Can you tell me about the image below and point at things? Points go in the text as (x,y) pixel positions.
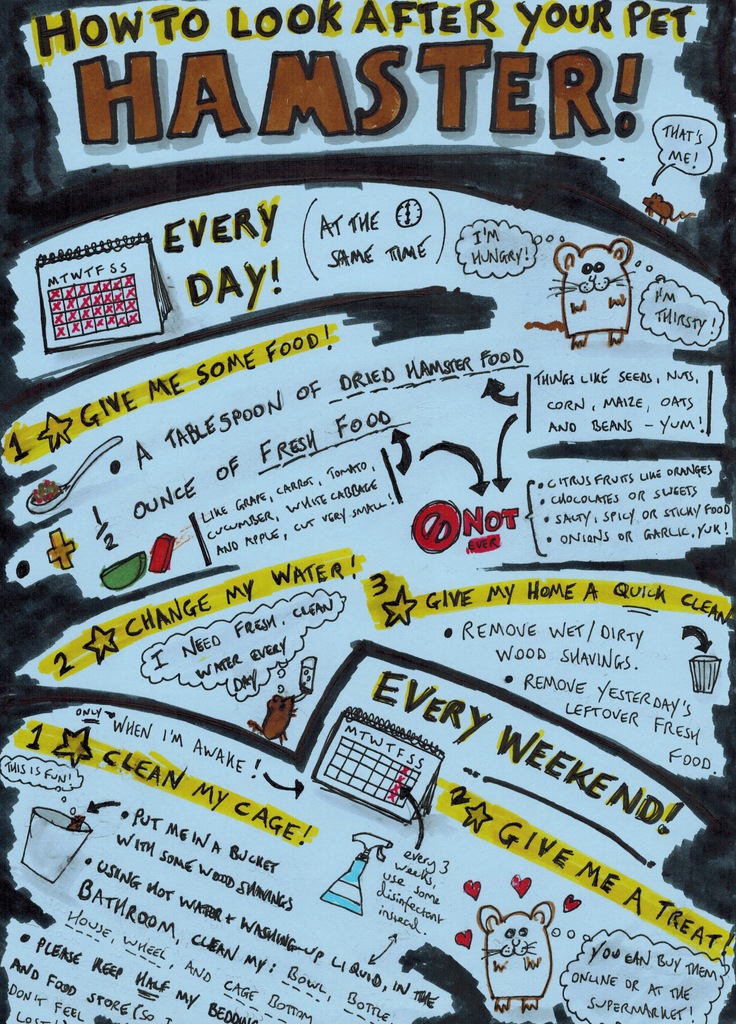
In this image we can see a drawing (534,964) of some animals (539,989), some objects (49,836), calendar (395,815), some number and some text (265,827).
